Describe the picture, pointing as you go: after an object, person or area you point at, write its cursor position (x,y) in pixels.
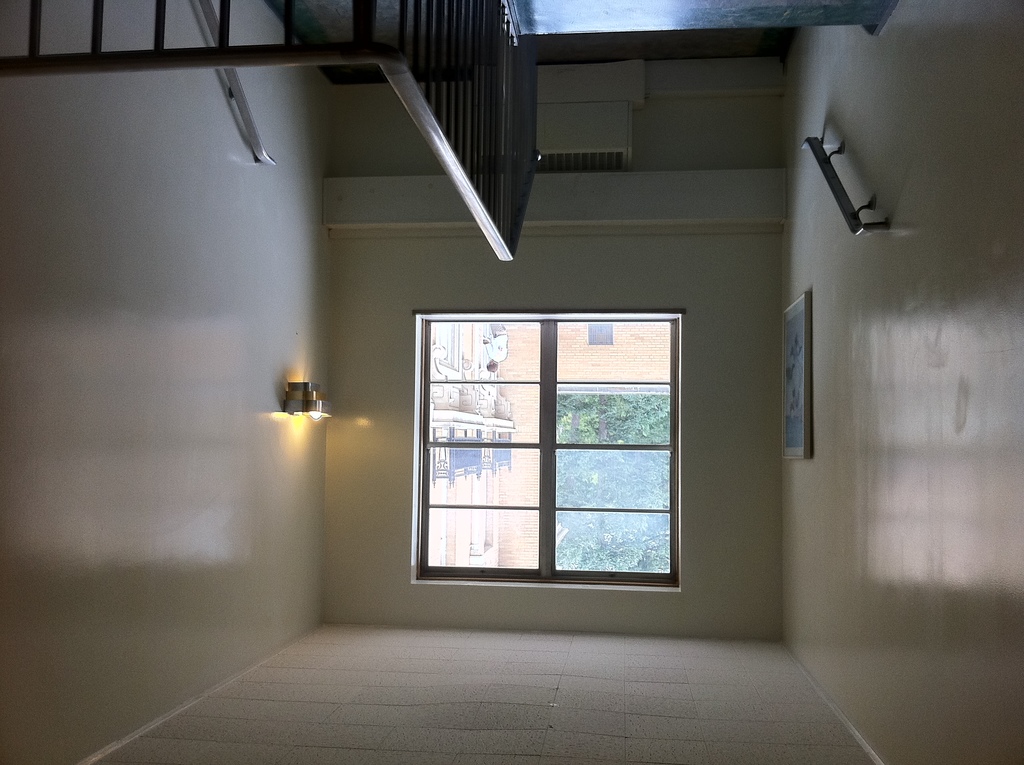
In this picture we can see floor (644,638), frame (801,446) on the wall (887,233), rods (415,73), light (297,392) and glass window (609,384), through this glass window (559,351) we can see green leaves (583,472) and wall (573,379).
